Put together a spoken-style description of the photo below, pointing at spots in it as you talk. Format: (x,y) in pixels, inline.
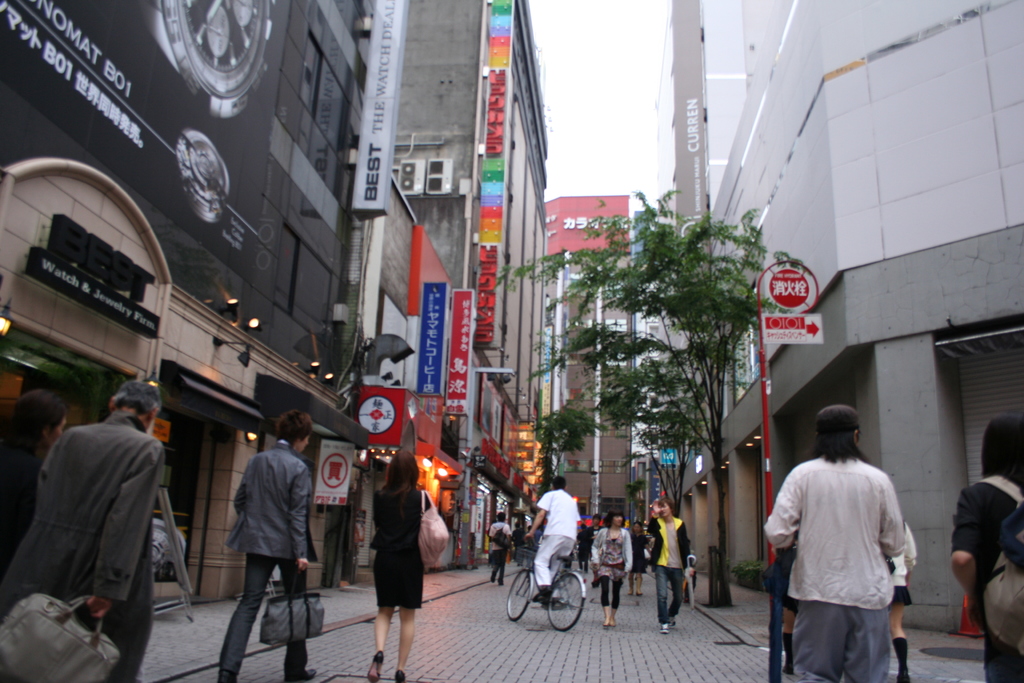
In this picture we can see a group of people (398,676) on the ground (422,648), some people (404,655) are wearing bags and some people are holding bags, one person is riding a bicycle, here we can see buildings (932,17), name boards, direction board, lights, trees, air conditioners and some objects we can see sky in the background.
